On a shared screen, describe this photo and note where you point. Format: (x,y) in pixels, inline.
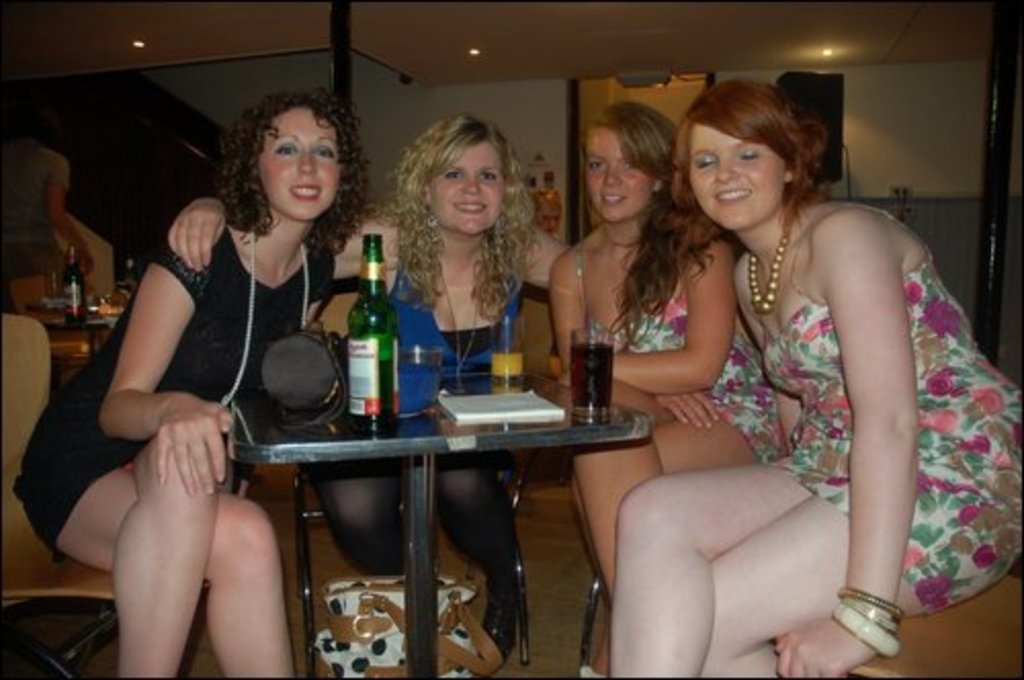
In this image I see 4 girls (430,283) who are sitting on chairs (1017,619) and all of them are smiling, I can also see a table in front of them on which there are glasses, a bottle (371,381), a hat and other thing (479,404). In the background (11,64) I see the wall (432,88), lights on the ceiling (28,66), another bottle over here and another person (48,247).
